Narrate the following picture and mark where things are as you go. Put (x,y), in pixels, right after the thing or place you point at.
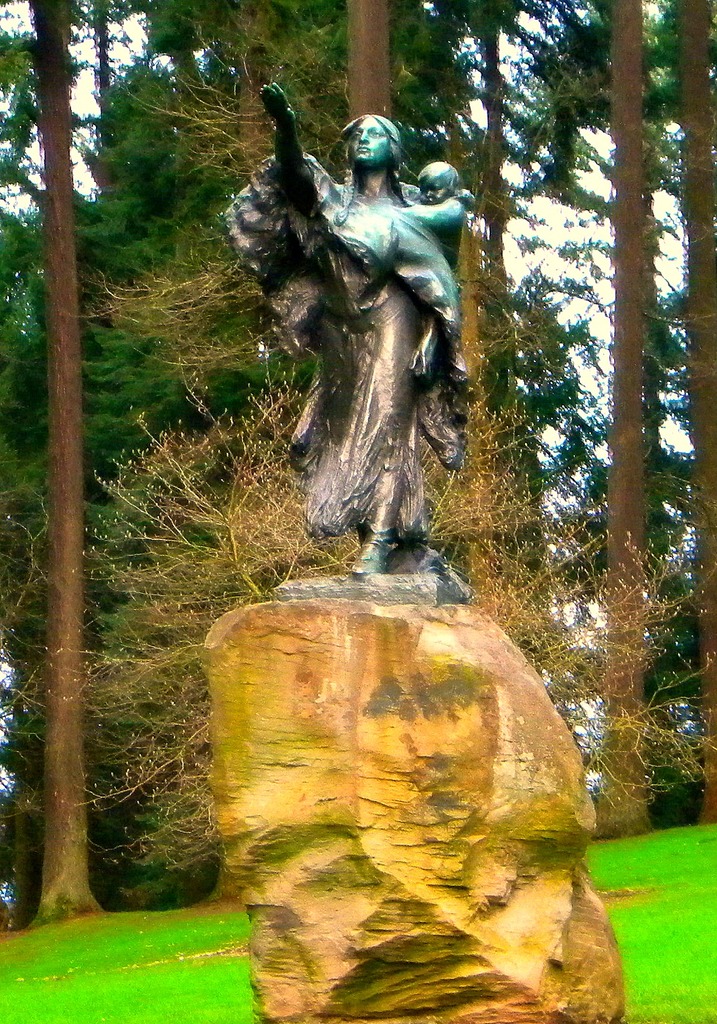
In this image there is a statue (369,289) of a person (451,433) on the rock (432,790). Person (409,483) is carrying a baby (459,240). Behind the statue (383,237) there are few trees (485,4) on the grass land (39,953).
